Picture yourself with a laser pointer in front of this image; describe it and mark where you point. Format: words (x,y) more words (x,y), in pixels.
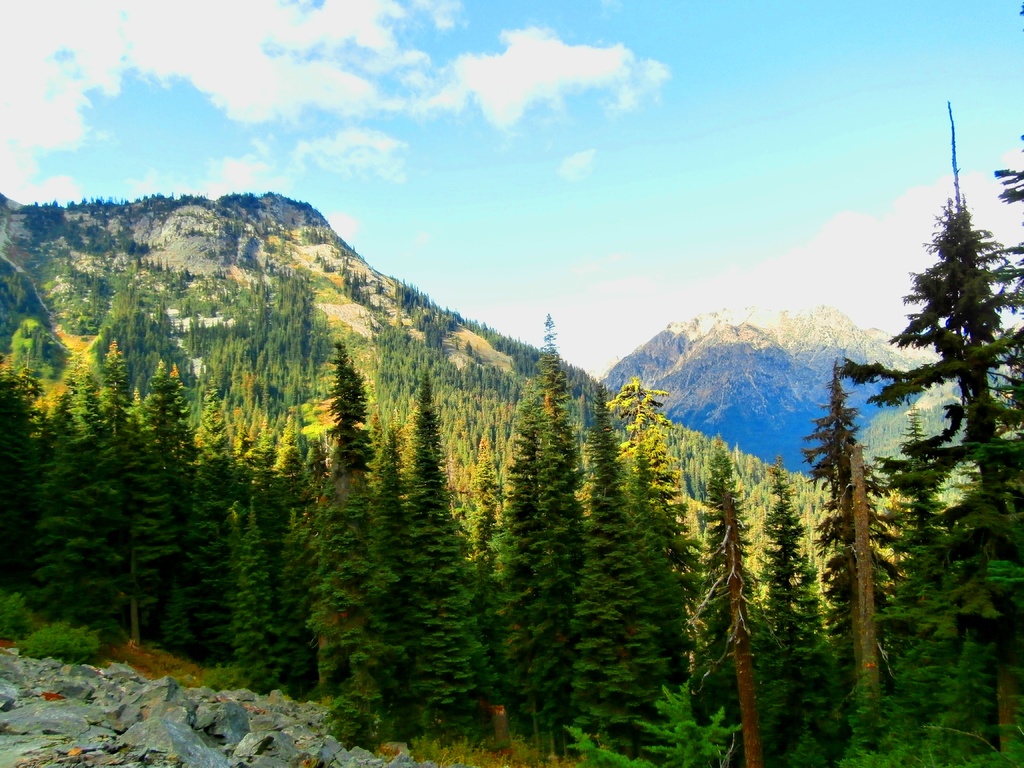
This is completely an outdoor picture. On the background (650,193) we can see a clear blue sky (633,147) with clouds (506,96). This is a greenery picture. We can see mountains (758,333). These are the hills (328,263) and in front of the picture we can see stones (179,733). These are the trees (611,517).
